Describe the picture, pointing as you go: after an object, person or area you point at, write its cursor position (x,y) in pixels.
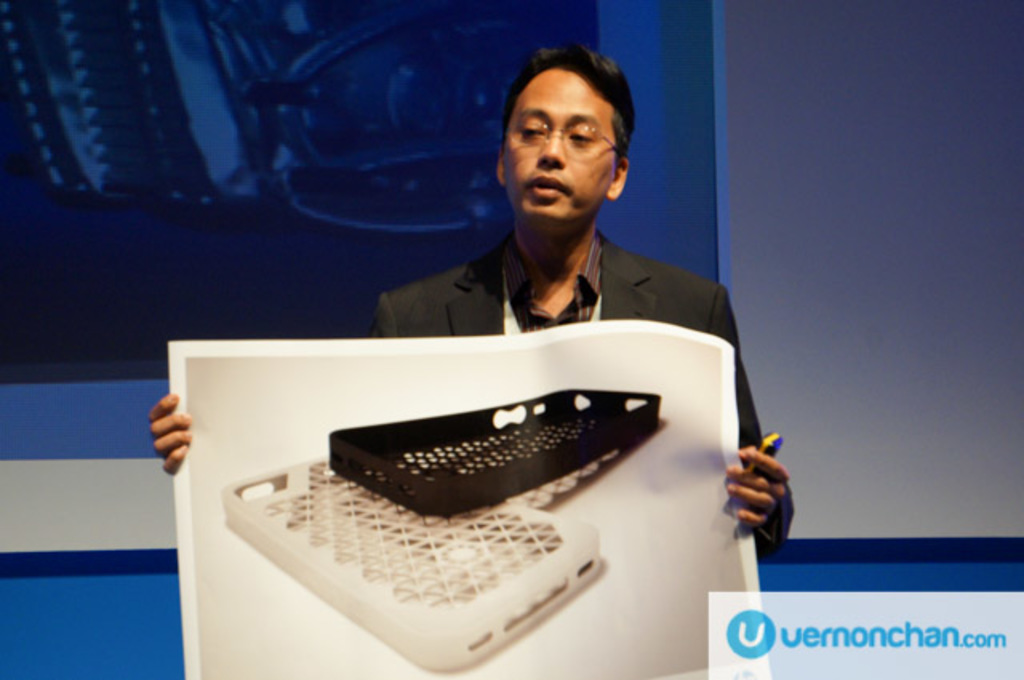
In this image we can see a man (571,190) is holding a poster (484,459) and an object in his hands (760,476). In the background (665,220) we can see screen (649,214) and wall (893,584). On the right side (902,637) at the bottom corner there is a text (950,629) on the image.
